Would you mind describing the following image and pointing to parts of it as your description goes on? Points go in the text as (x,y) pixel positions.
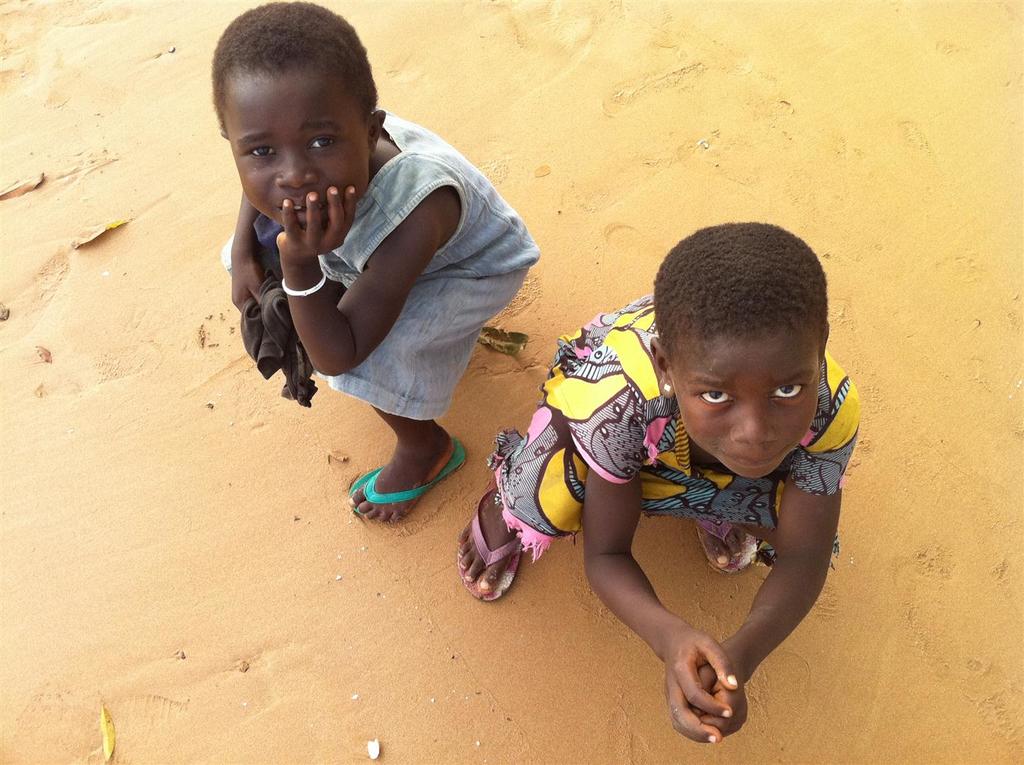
In this image there are two kids (327,268) on the land (553,339). Left side (298,335) there is a kid (422,380) holding a cloth (268,356).
